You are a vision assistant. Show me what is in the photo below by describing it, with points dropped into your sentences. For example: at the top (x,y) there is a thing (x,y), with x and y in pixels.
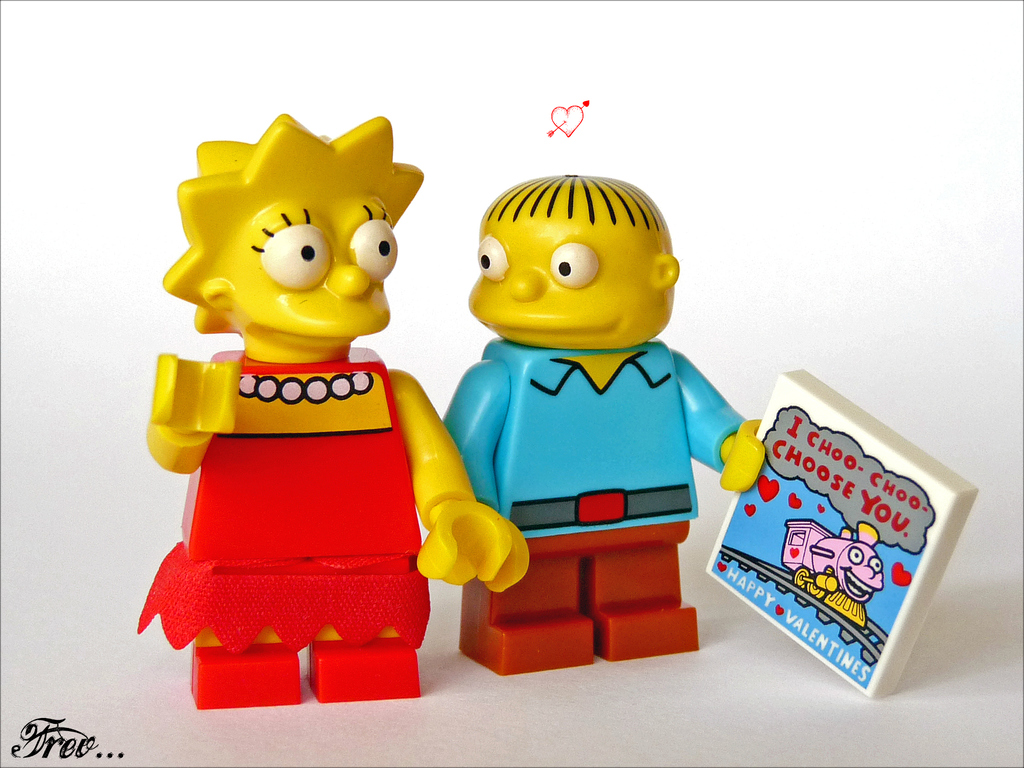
In this picture I can see in the middle (660,387) there are dolls (313,458), in the bottom left hand side (46,752) there is the text (109,758).
